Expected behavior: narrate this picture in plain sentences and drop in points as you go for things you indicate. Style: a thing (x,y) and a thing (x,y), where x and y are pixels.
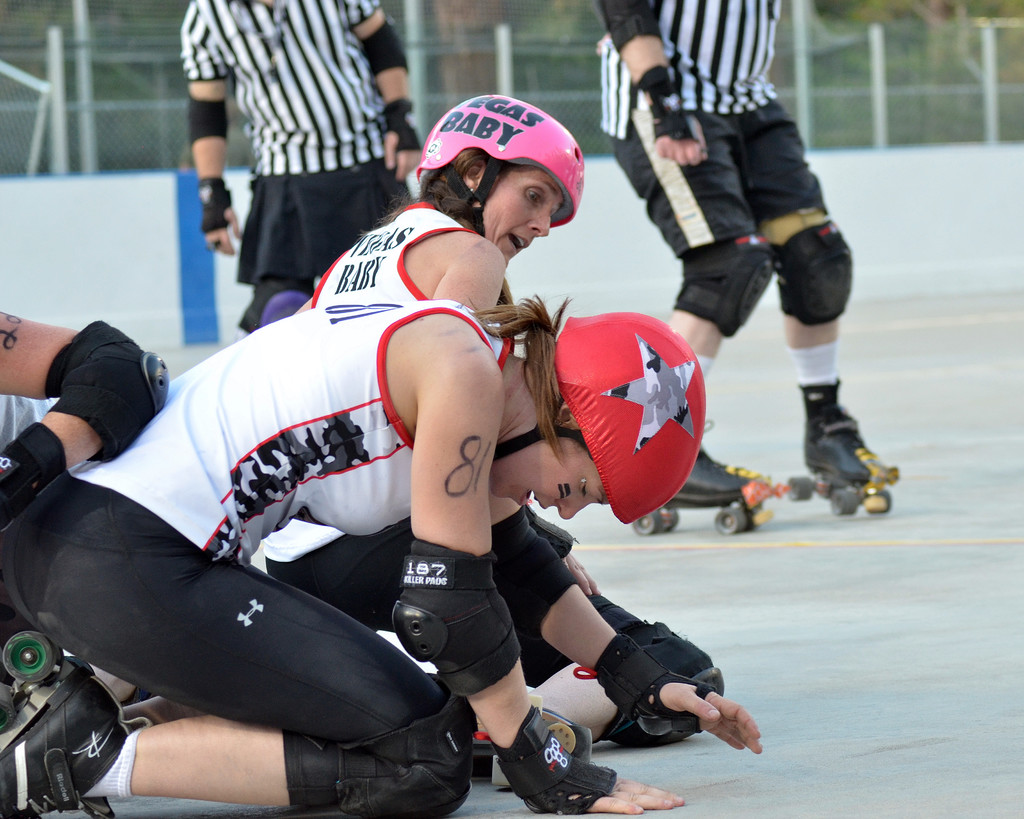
In this image we can see some people (458,664) on the ground (813,776), two women (506,515) are wearing helmets (652,464). One woman (366,690) is wearing gloves (639,658) and skate shoes (28,713). In the background (47,138), we can see a fence (974,130) and some trees (569,29).
